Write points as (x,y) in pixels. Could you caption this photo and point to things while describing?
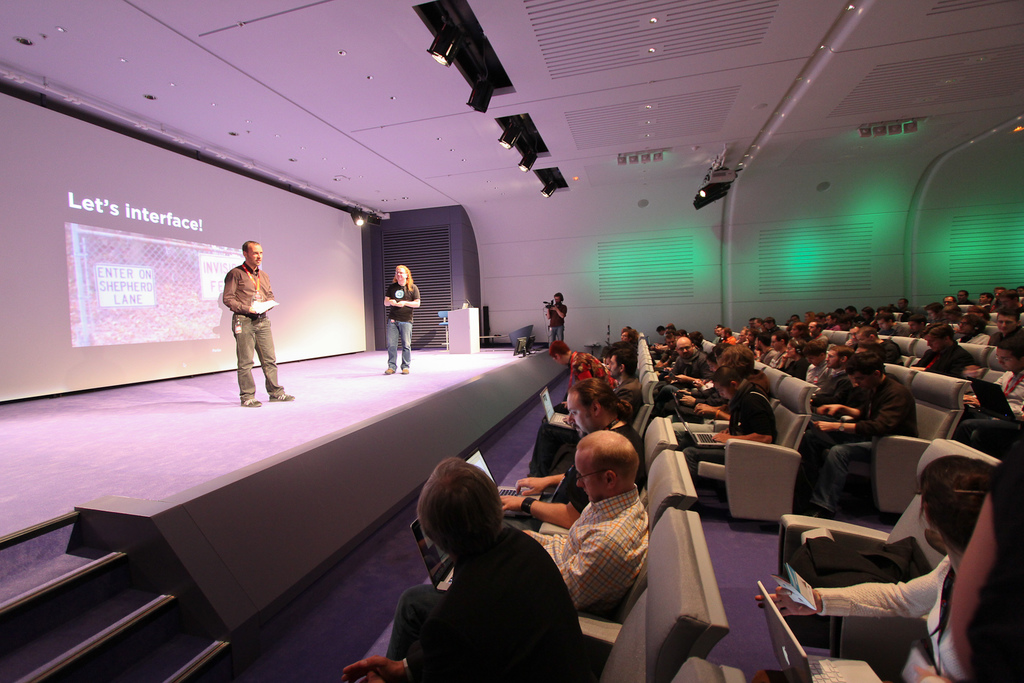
In this image we can see many people (700,354) sitting on chairs (907,501). Some are holding laptops (805,657). And there is a platform (152,456) with steps (120,590). On that there are two persons (401,321) standing. Also there is a wall (124,245) with a screen (111,262). In the back (651,246) there is a wall (779,241). And there is a person (557,313) standing and holding video cameras (549,306). On the ceiling (553,94) there are lights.
